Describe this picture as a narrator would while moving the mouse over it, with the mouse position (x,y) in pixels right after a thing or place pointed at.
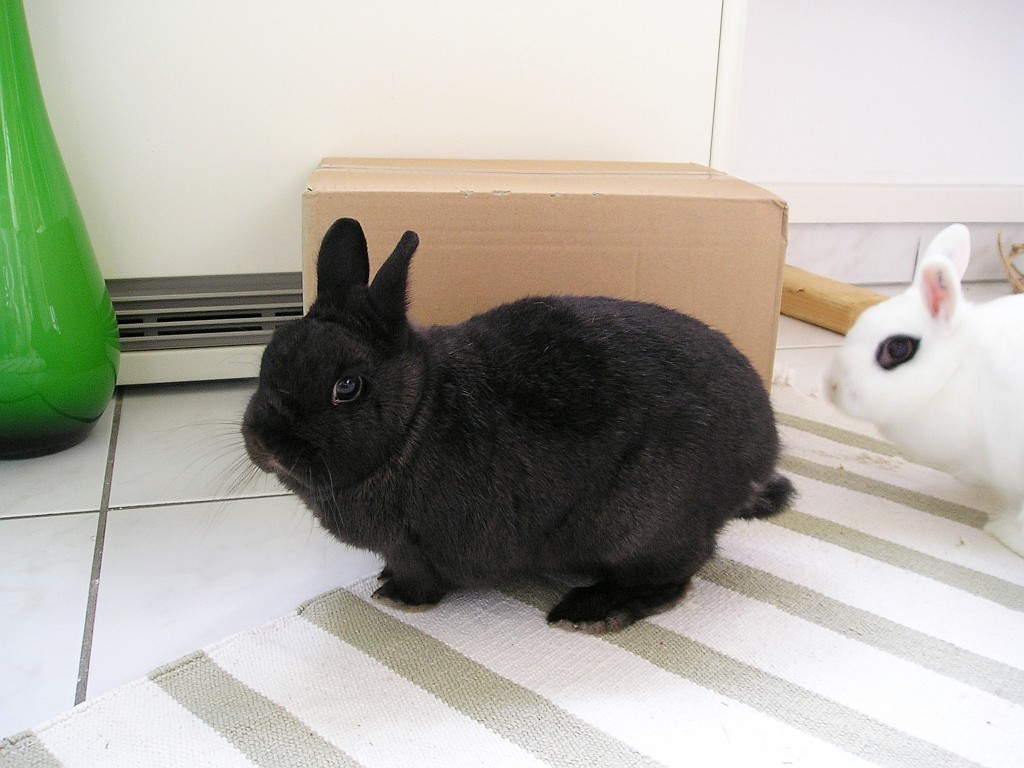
In this image two rabbits (587,441) are standing on the mat (696,648) which is on the floor (139,570). Left side (10,144) there is a bottle (91,315). Beside there is a cardboard box (511,228). Background (143,160) there is a wall (196,112).
